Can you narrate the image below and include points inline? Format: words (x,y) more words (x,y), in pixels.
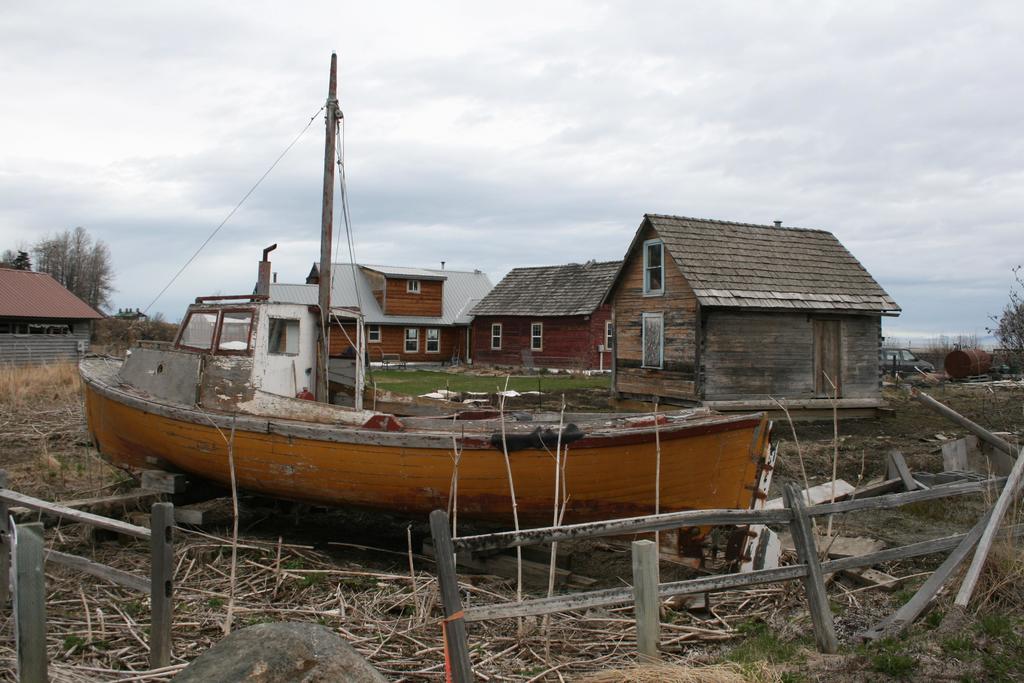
In this image there are sheds (626,261). At the bottom (163,611) there is a fence (457,625) and we can see twigs (315,615). There is a boat (421,451). In the background (984,333) there are trees (1020,351) and sky (740,212). We can see a car (912,369).
